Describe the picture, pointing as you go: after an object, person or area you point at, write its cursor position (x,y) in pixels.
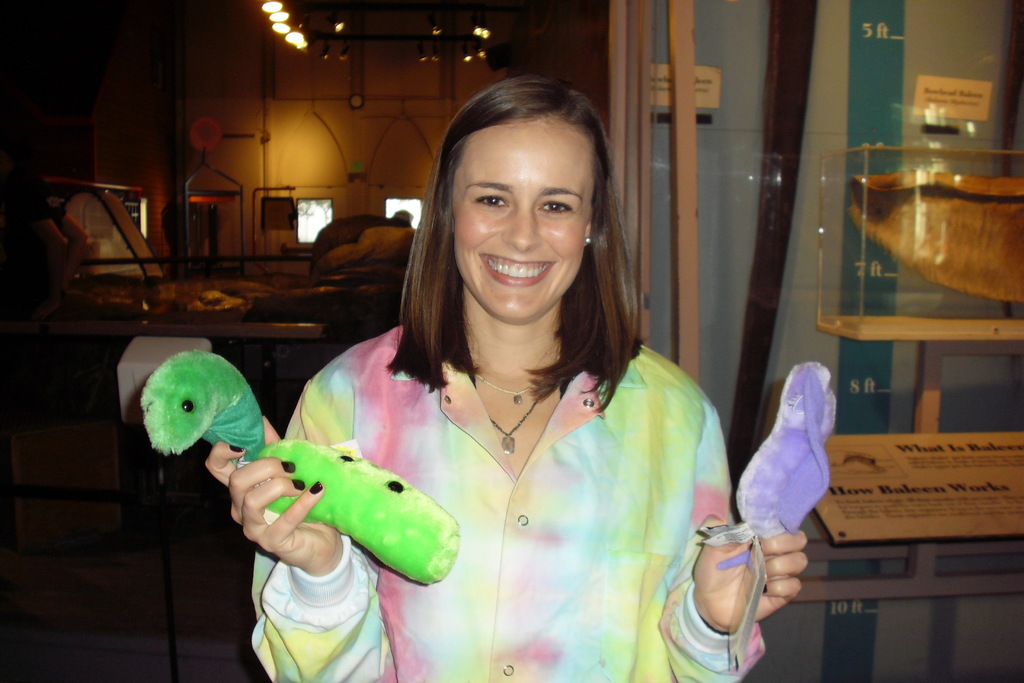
In this image we can see a person (646,422) and other objects (432,552). In the background of the image (191,11) there is a wall (186,88), glass windows (317,225), lights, glass objects (1011,153), name board (830,445) and other objects (795,130).
